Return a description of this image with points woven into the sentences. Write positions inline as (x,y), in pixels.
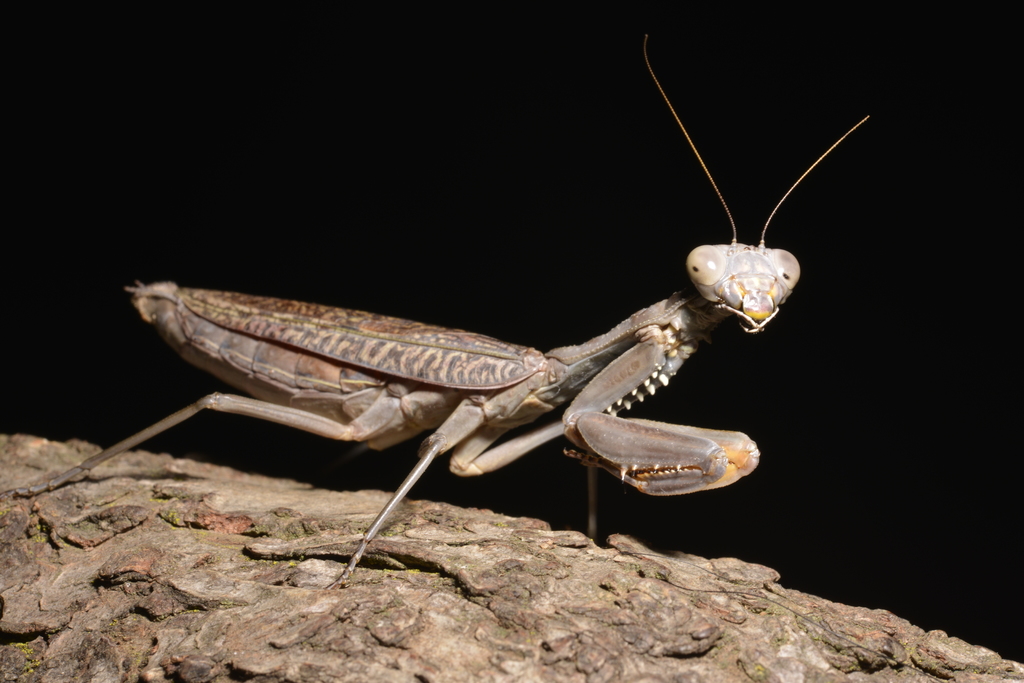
In this image we can see an insect (371,410) on a wooden surface (419,517). There is a dark background (916,465) in the image.
